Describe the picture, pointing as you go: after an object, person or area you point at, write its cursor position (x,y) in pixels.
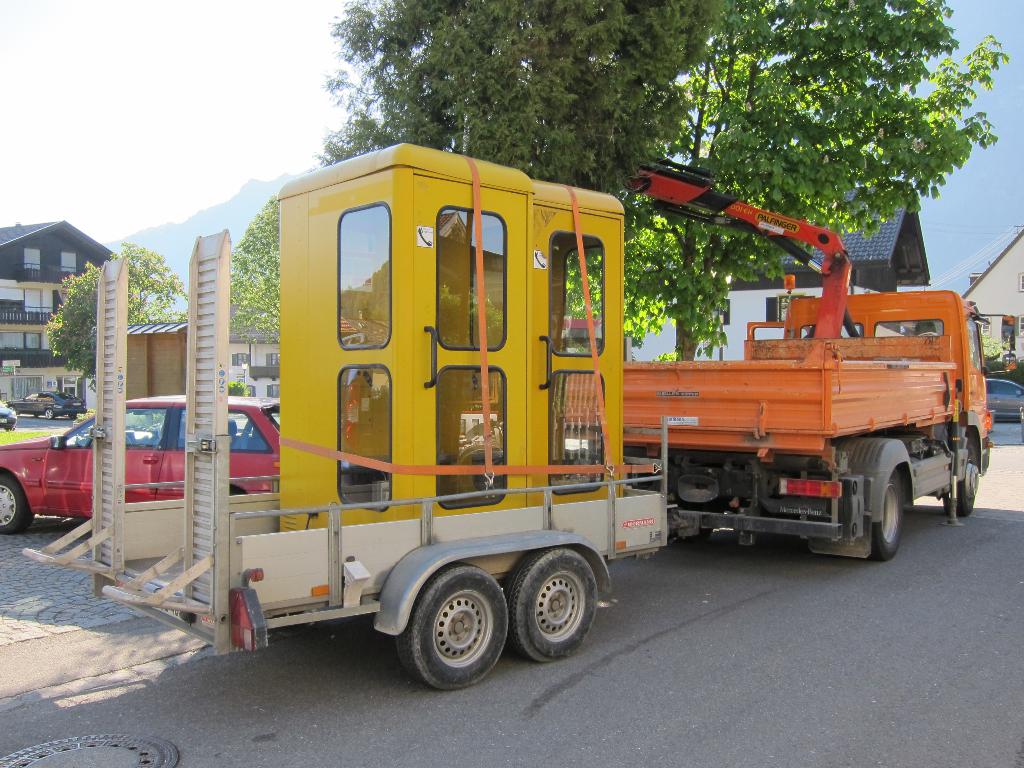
In this image there are vehicles (117,444) on the road (683,627). Background (732,266) there are trees (636,296) and buildings (97,255). Behind there is a hill (210,221). Left top there is sky (139,113).
